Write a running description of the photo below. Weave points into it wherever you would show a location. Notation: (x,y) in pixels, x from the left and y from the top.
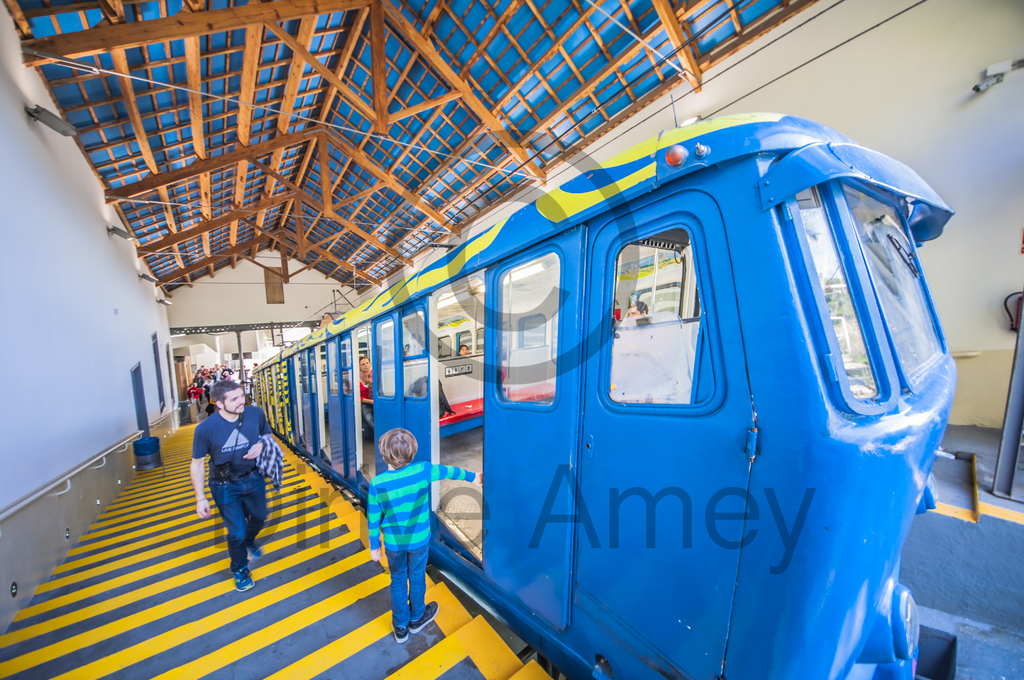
There is a blue color train (532,387) in the station (317,130) and a kid (420,476) is putting his hand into the door (498,484) of the train (465,439) and a person (232,464) is walking towards the door (483,509), behind the person (234,397) there are a lot of people (204,376) and the roof (444,28) of the station (323,71) is in blue color and under the roof (137,150) there are many wooden beams (245,115).
